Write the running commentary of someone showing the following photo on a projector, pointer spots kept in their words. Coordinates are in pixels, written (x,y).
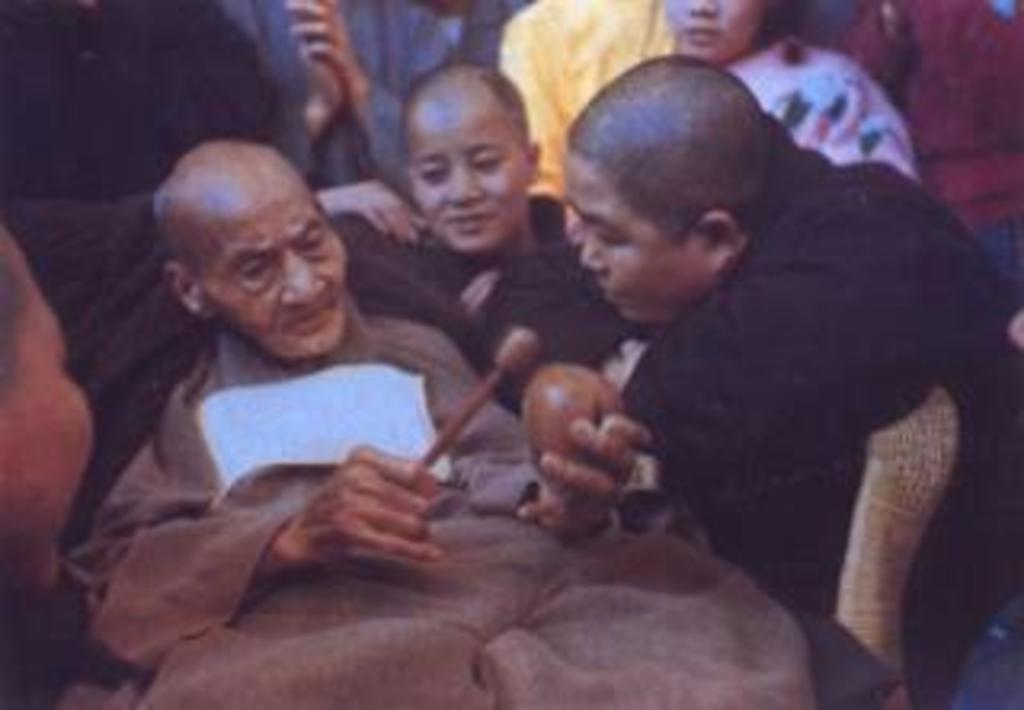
In the center of the image (440,397) we can see a man (469,525) is lying and holding a musical instrument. In the background of the image (135,173) we can see a group of people (48,454).
